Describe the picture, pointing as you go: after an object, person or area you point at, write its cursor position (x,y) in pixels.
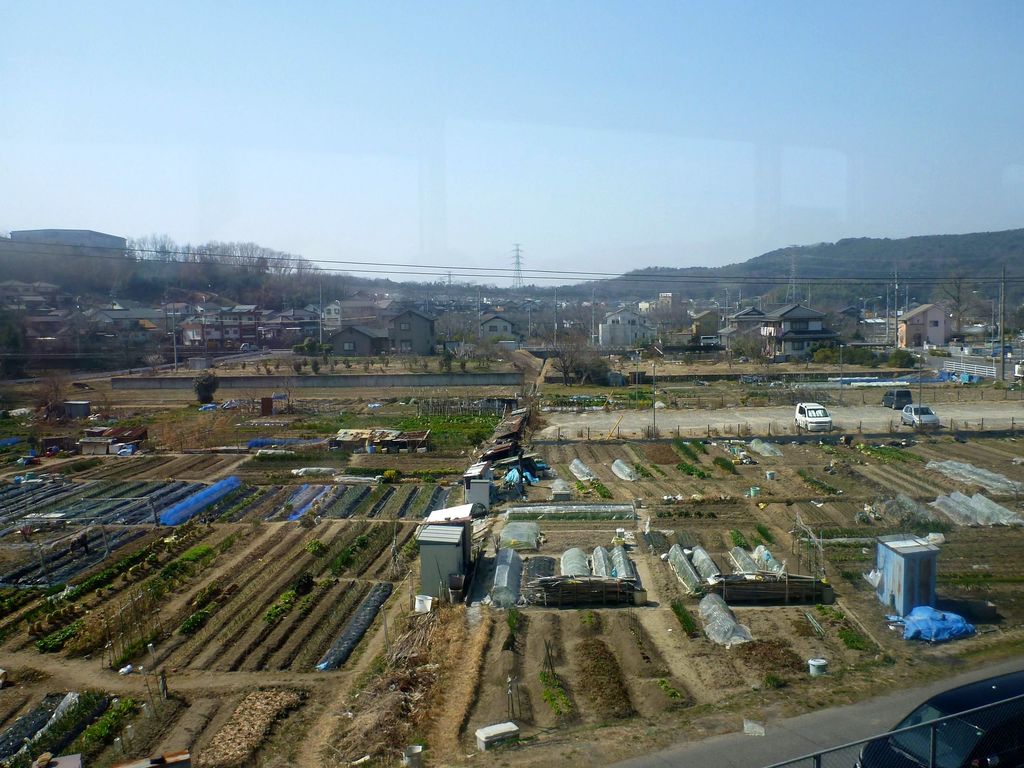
In the background of the image (428,295) there are buildings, trees (452,314), poles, mountains (772,277). In the center of the image (670,391) there are crops (346,486). To the right side of the image (949,697) there are vehicles (893,396). At the bottom of the image (811,737) there is road (908,699). There is fencing (976,717). At the top of the image (399,130) there is sky (399,130).
